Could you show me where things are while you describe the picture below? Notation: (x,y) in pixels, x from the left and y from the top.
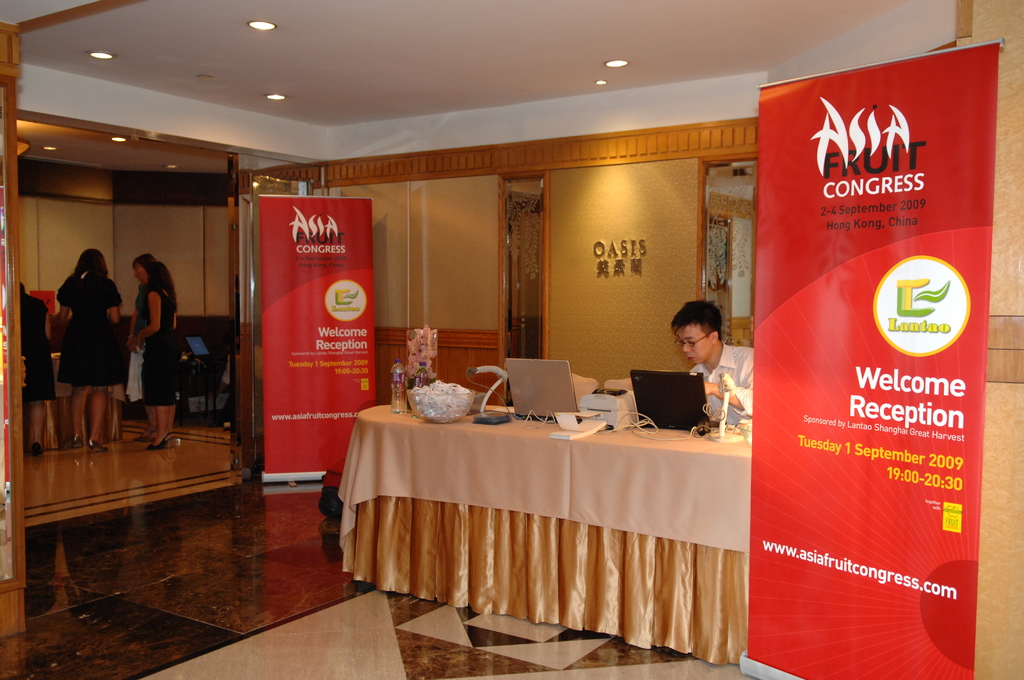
In this image we can see a group of women (135,336) standing on the floor (142,463). On the right side of the image (967,133) we can see advertisement (896,516) and a table (622,472) beside it. Behind the table (672,435) we can see a man (704,356) sitting on the chair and there are laptops (522,395), bowl (438,400), disposable bottles (416,382), cables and a notepad (578,431) on it. In the background (110,114) we can see walls (585,136), electric lights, floor (176,678) and curtains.
